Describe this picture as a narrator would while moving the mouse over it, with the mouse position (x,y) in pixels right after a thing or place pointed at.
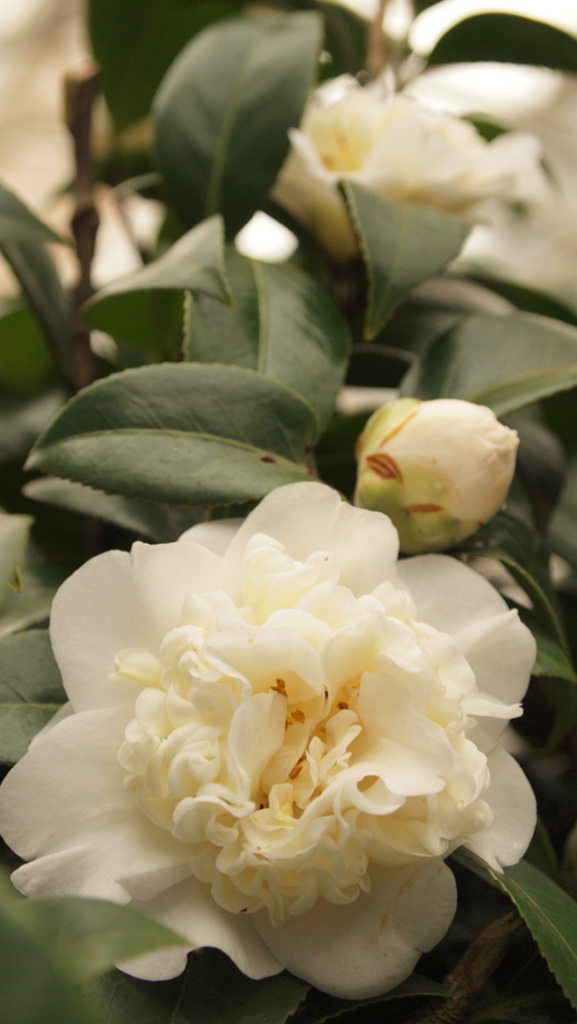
This picture contains plants (266,403). These plants (232,563) have flowers (327,899) and a bud (381,480). These flowers (372,530) are in white color. In the background (13,56), it is blurred.
